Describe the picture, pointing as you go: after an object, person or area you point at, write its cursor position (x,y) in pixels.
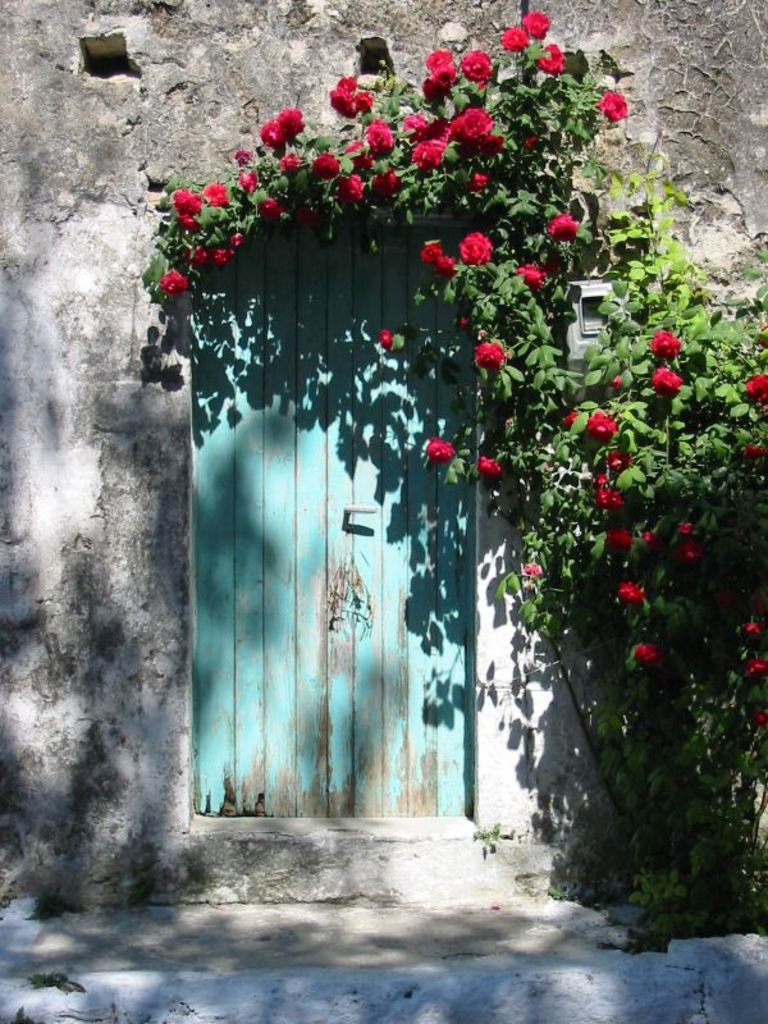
This looks like a tree (564,445) with the leaves (682,464) and flowers (429,147), which are red in color. I can see a wooden door (371,542) with a door handle (346,514). Here is the wall (569,20).
